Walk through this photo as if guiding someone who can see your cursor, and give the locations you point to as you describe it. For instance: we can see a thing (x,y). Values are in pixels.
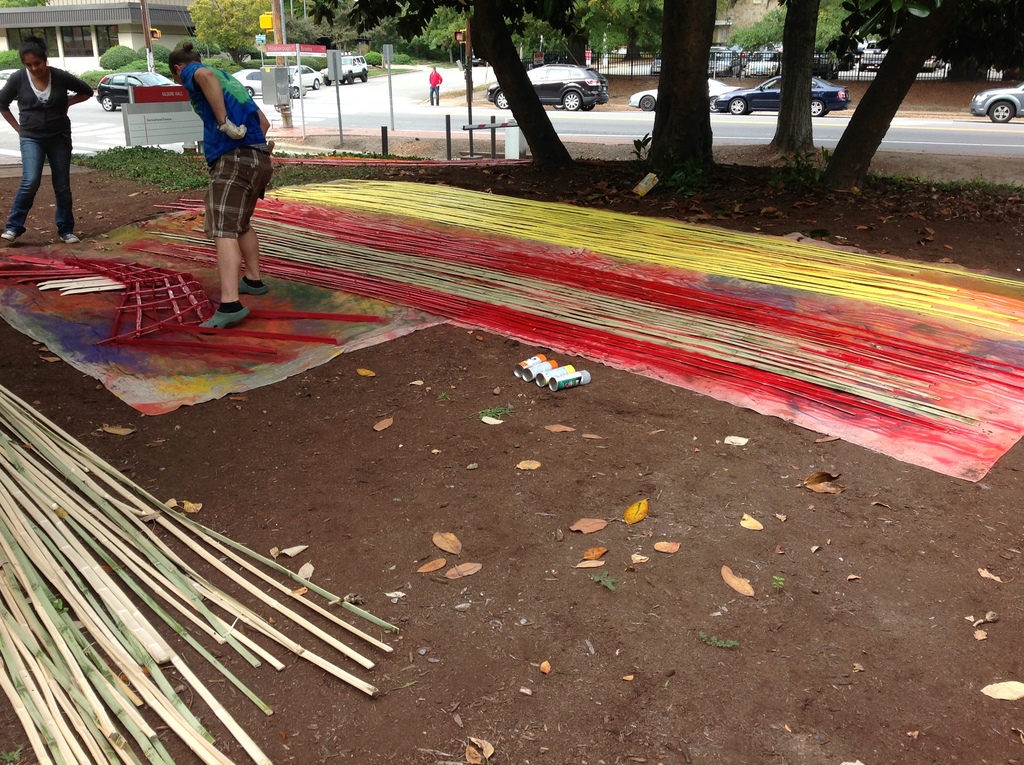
In this picture we can see group of people (209,192), few trees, buildings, poles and vehicles (758,69), on the left side of the image (107,605) we can find few wooden sticks (85,587), and also we can see color sticks (685,224).
